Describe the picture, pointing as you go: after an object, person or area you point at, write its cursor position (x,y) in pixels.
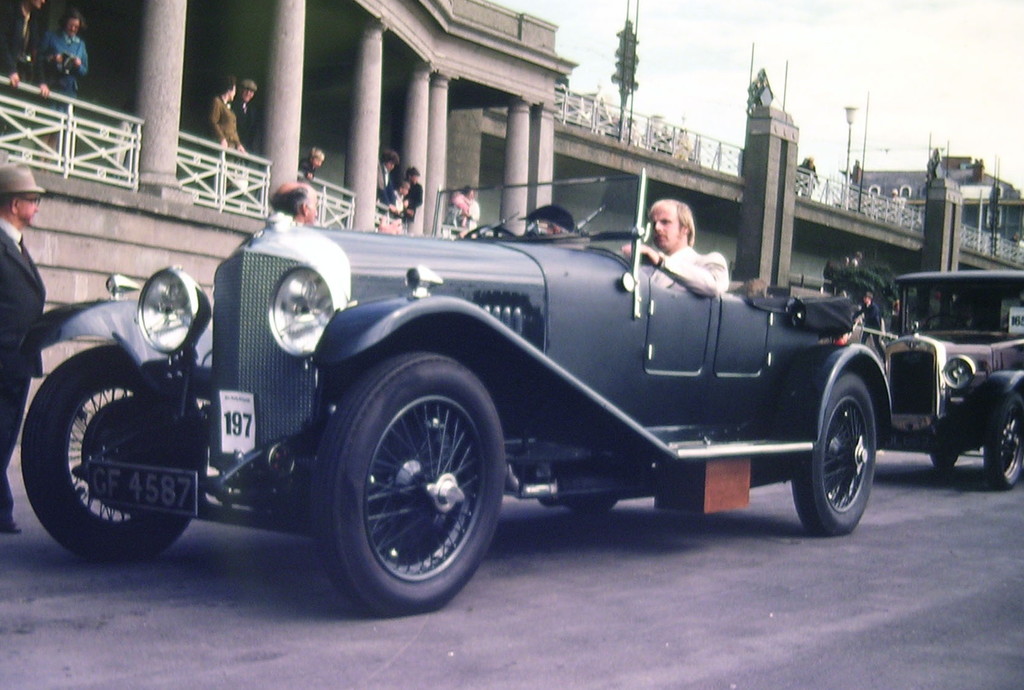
In this image i can see two vehicles (538,406) on the road (567,674) and group of people (383,179) are standing in the building (378,158).
